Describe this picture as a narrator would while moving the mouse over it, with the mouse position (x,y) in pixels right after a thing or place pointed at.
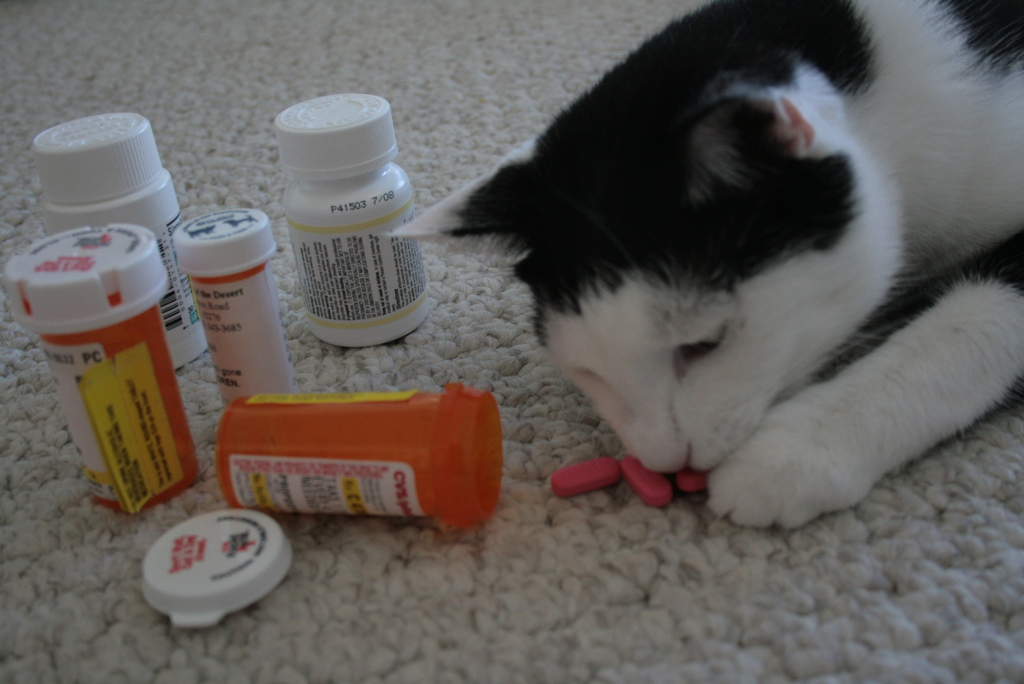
In this image there is a cat (776,348) smelling some capsules (610,477) on the carpet (535,361), beside the cat (579,336) there are capsule boxes (159,273) on the carpet (176,172).
